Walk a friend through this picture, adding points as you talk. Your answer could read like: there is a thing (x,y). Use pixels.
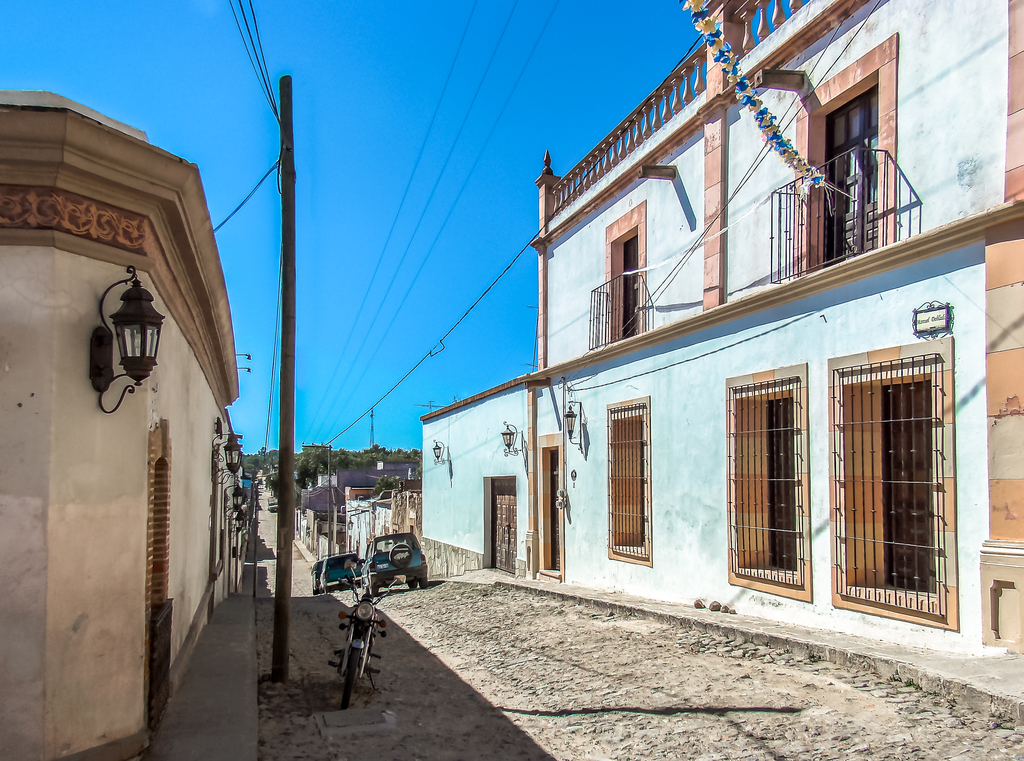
In this image I can see the road (464,712). On the road (408,635) there are vehicles (348,666). To the side of the road (629,719) I can see the buildings (537,506) and windows (627,503) to it. I can also see the current poles (283,550) to the side of the road (313,625). In the background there are trees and the blue sky (301,191).
